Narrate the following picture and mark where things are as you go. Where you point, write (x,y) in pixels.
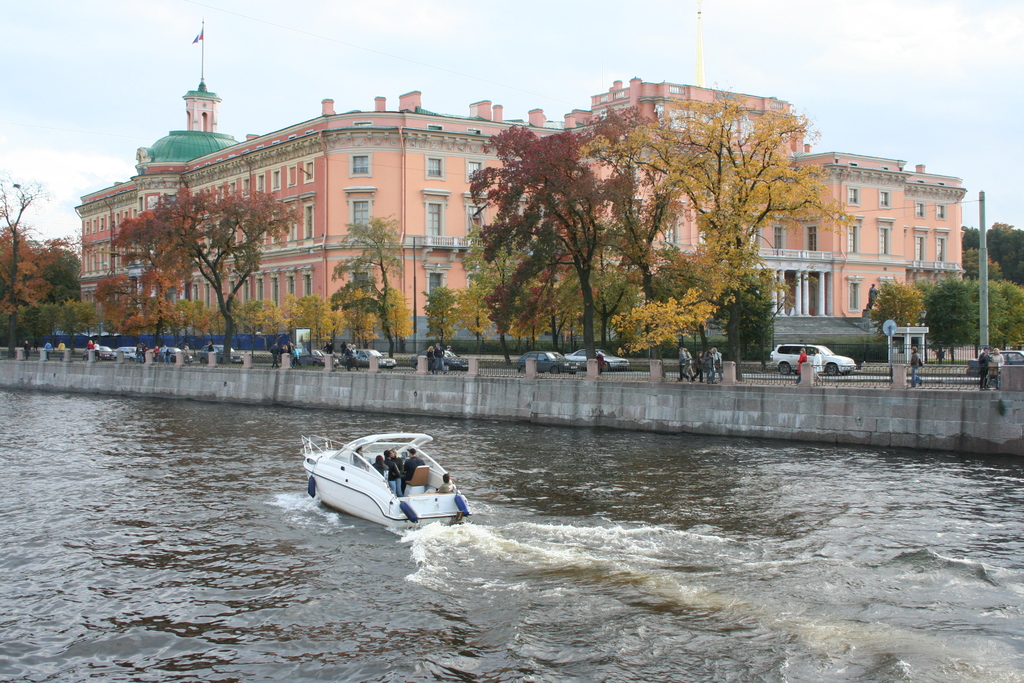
In this image there are a few people (393,472) standing on the boat (422,486), which is on the river (27,467), there are a few people (913,383) and a few vehicles (782,354) are moving on the road (624,377). In the background (849,209) there is a building (891,209), trees (130,224), poles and the sky (758,45).
